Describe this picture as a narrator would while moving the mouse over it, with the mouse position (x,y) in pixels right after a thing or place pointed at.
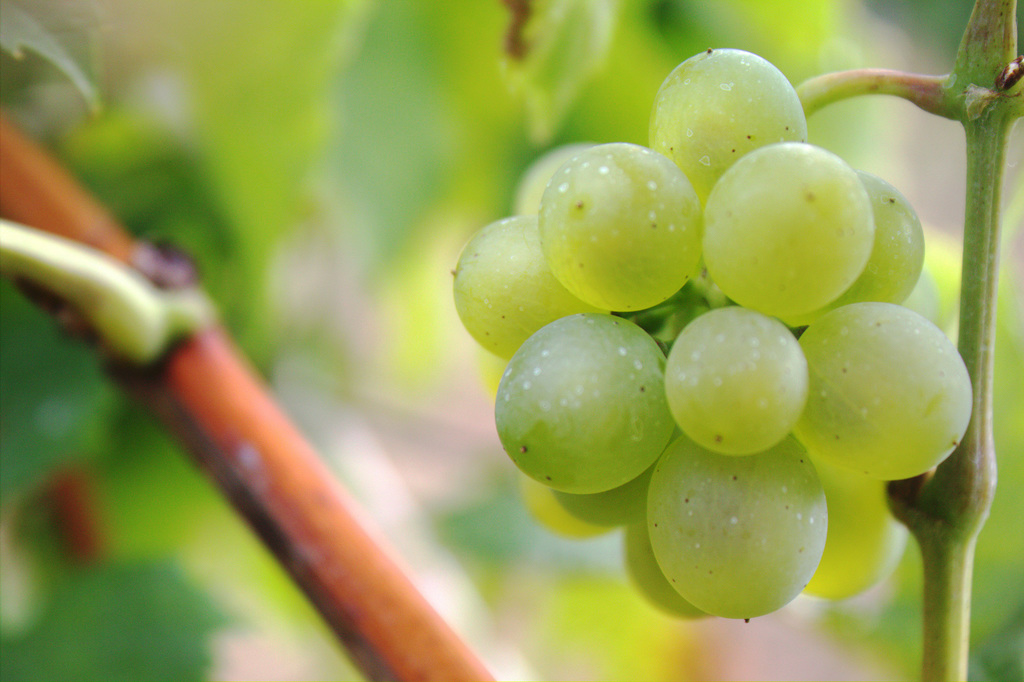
In this image we can see grapes (912,313) and stems (680,322). There is a blur background (152,151).
